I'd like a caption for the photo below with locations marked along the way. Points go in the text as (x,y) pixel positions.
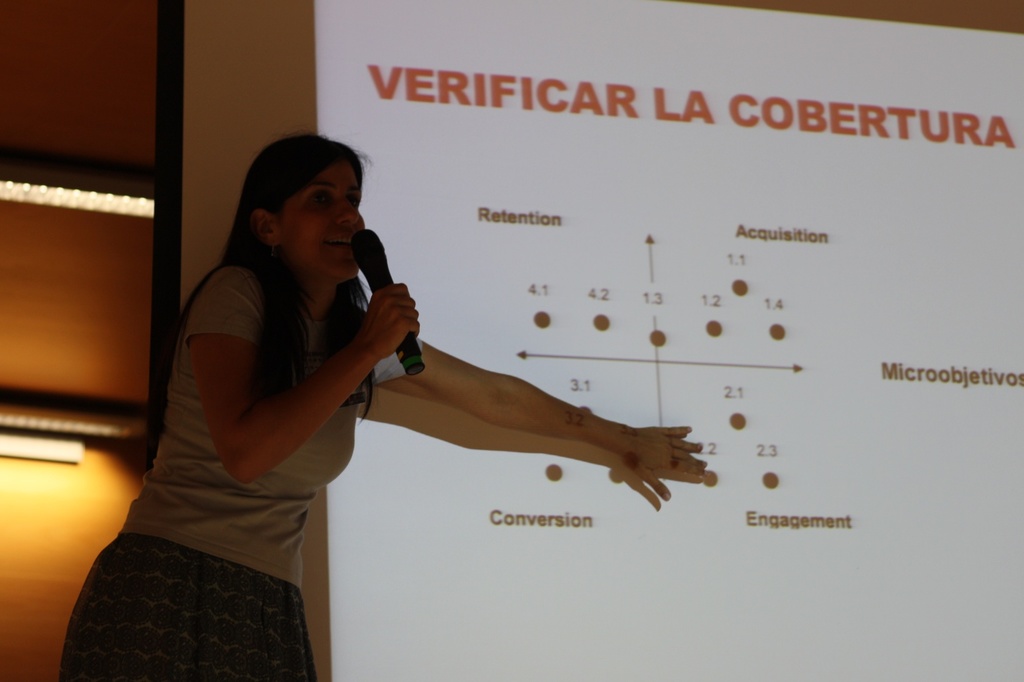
In the picture we can see a woman (94,596) talking in the microphone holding it and explaining something with a hand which is beside her a screen (472,608) with some information in it, and beside the screen (389,599) we can see some light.
